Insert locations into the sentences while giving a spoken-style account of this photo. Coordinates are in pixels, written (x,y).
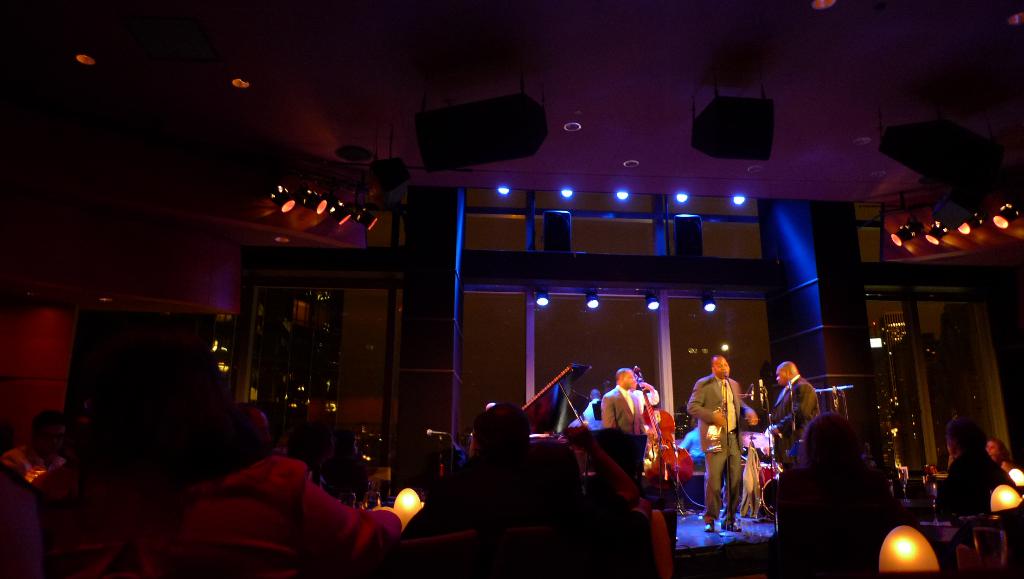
This image looks like it is clicked in a concert. There are three men (725,452) performing music on the dais (760,539). The room (731,567) looks little dark. In the background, there are lights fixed to the wall (442,270) and roof (725,180).
